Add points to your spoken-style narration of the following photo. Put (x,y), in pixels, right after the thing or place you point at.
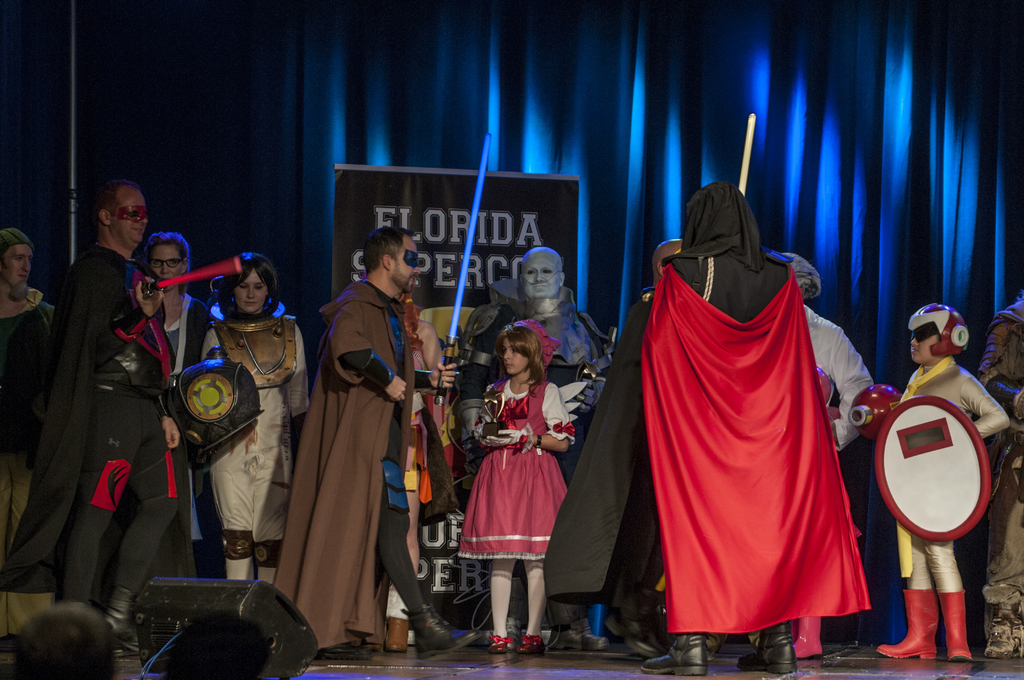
In this picture we can see a group of people (695,647) wore costumes (269,344) and standing on stage (953,675), trophy (488,430), swords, shield (968,453) and some objects (294,643) and in the background (529,186) we can see a banner (434,187) and curtains (364,103).
